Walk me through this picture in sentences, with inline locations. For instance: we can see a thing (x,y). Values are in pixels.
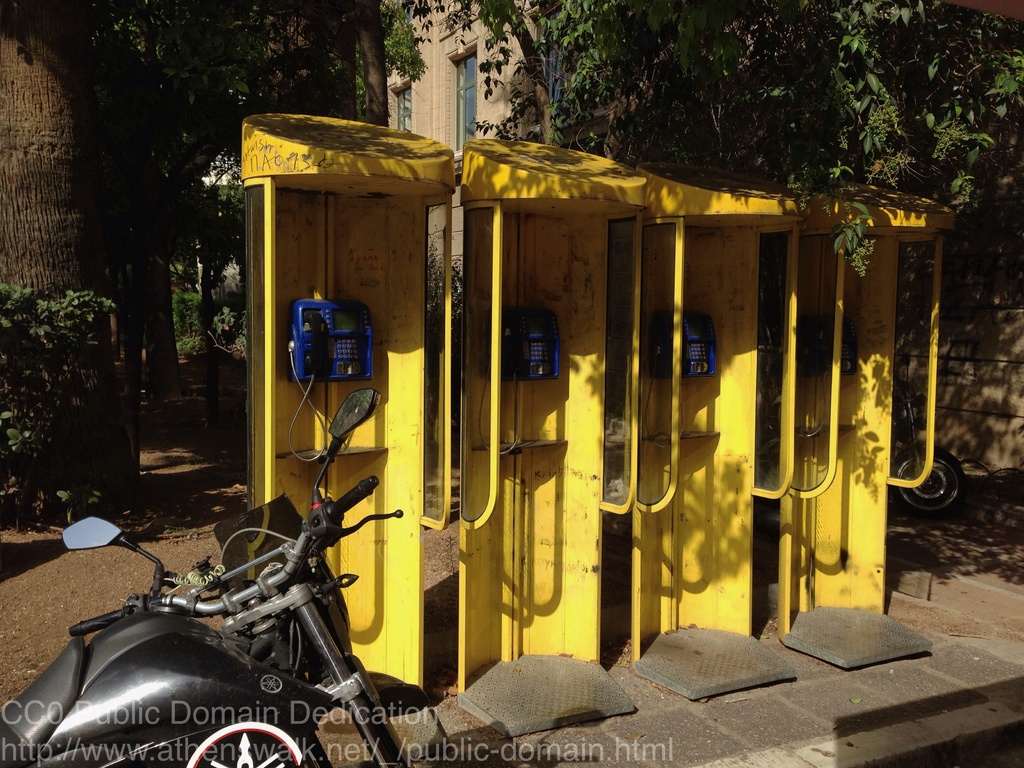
In the middle of this image (409,268) there are four telephone booths (556,534) which are in yellow color and the telephones (686,343) are in blue color. At the bottom (228,694) there is a bike (246,680) on the ground (601,748). In the background (66,87) there are many trees (893,137) and a building (448,88). In the bottom left-hand corner (187,744) there is some text (290,715).
